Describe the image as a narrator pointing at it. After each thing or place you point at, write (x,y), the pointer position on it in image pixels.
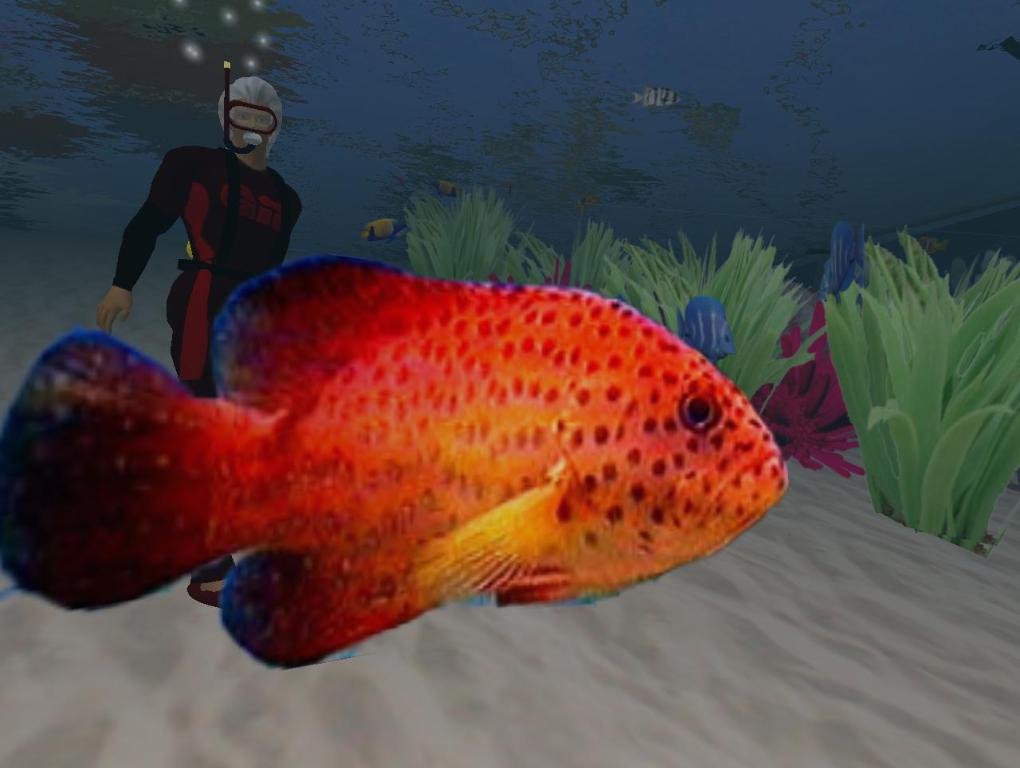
This is an edited image. Here we can see fishes (522,541), person (271,205), water (323,245), and plants (993,319).
